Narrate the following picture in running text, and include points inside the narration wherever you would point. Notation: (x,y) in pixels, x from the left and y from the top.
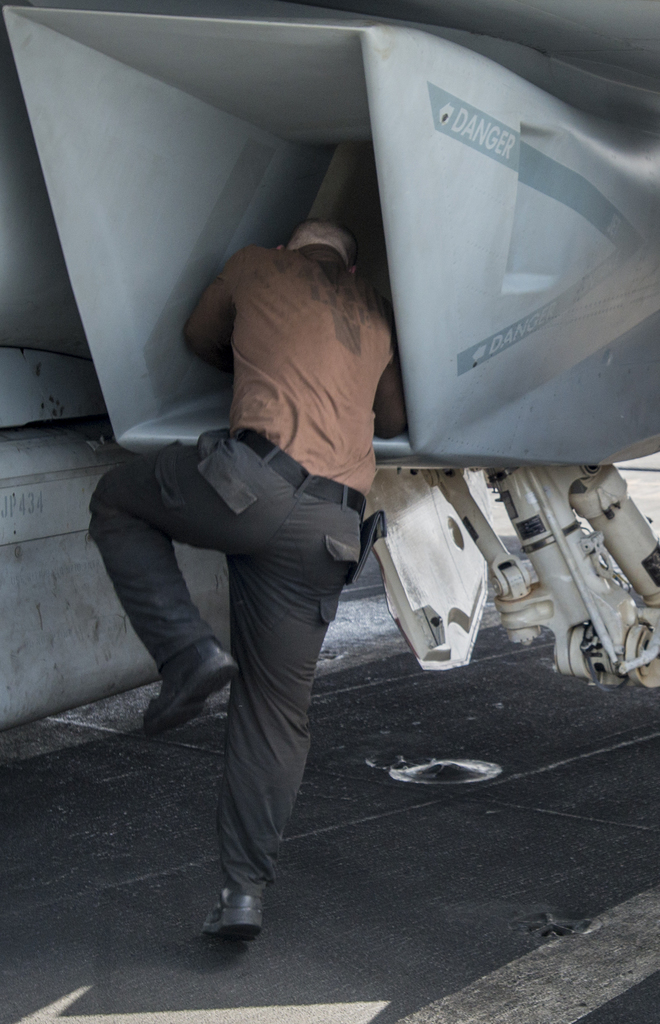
In this image I can see a person (289,419) wearing brown and black colored dress (257,552) is standing on the ground (379,889). I can see a huge grey colored object (505,264).
